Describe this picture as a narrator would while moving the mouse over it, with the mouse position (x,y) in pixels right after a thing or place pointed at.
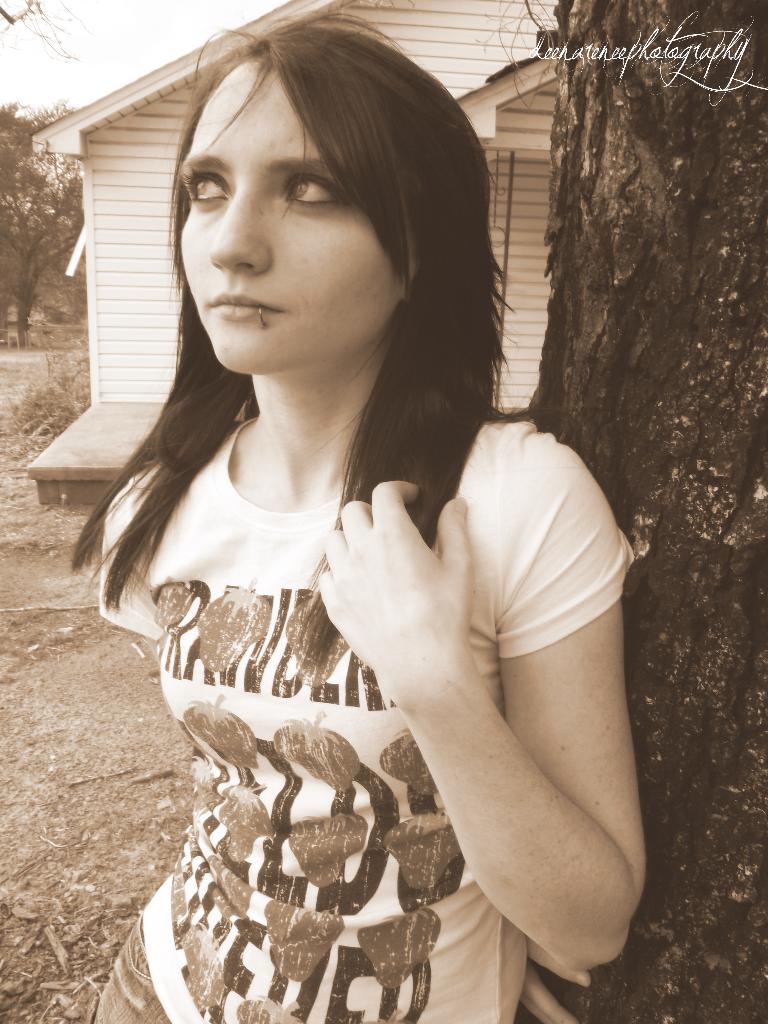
In this image I can see a person (260,551) standing, there is a tree trunk (742,747) on the right (734,470). There is a shack (138,245) and trees (70,304) at the back (128,389).
